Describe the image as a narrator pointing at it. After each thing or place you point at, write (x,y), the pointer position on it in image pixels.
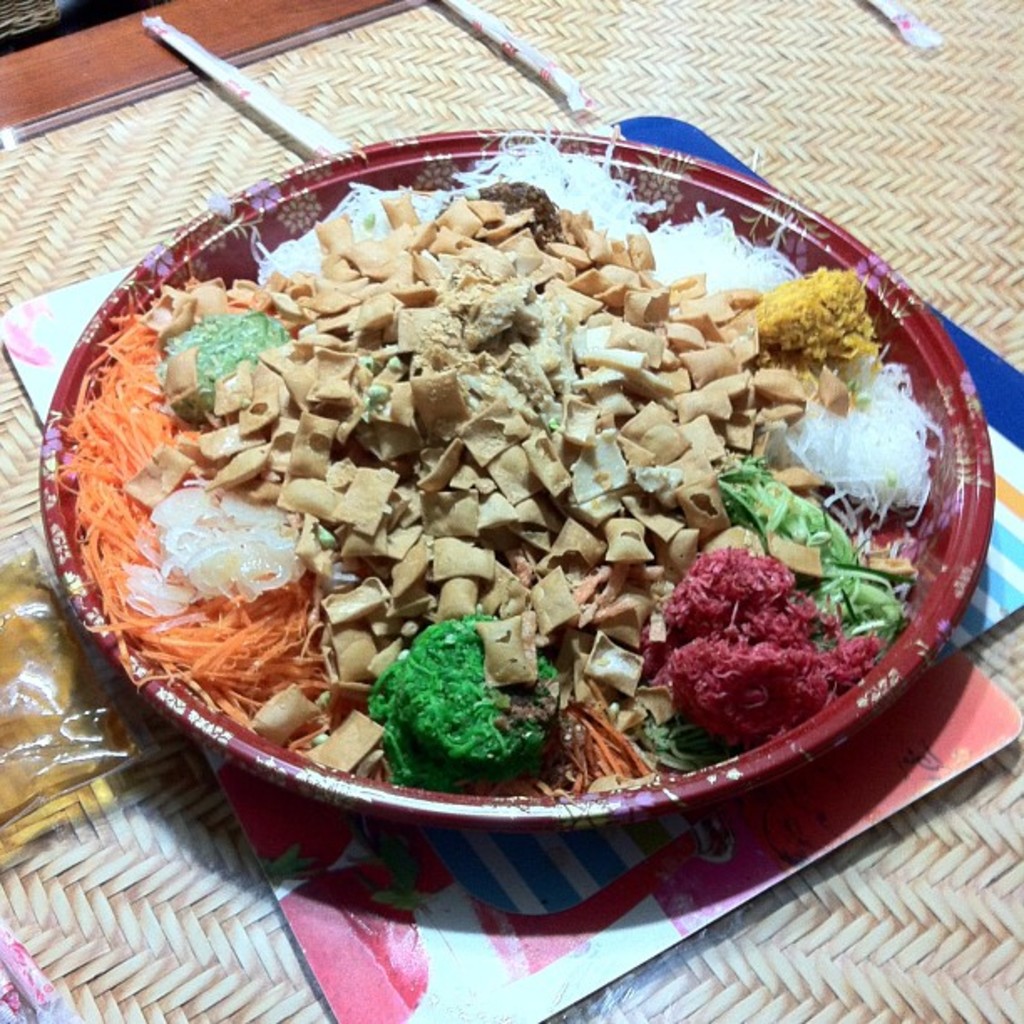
In this image there is a plate (684,492) on which there are chips (444,565), carrot slices (133,409) and some food (730,592) in it. The plate (180,524) is kept on the mat (668,873). On the left side (102,741) there is a packet (57,699) beside the plate (164,636).
